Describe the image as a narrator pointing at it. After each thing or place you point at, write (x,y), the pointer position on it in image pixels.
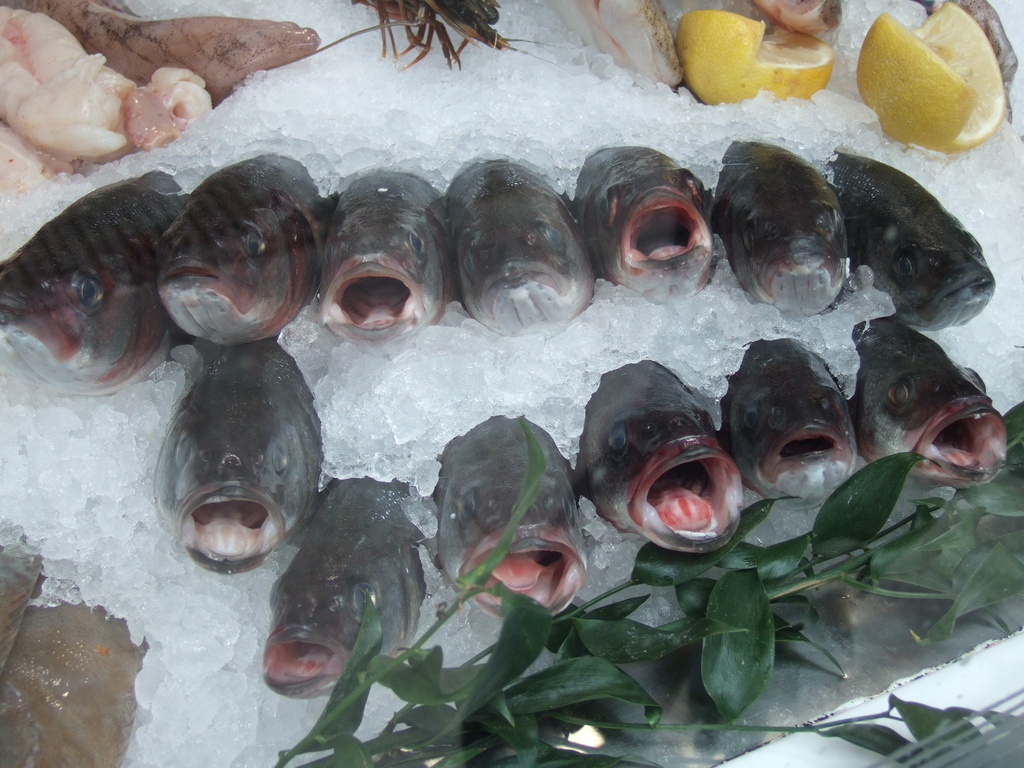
There are many fishes (264,274) in the ice (444,364). Also there are lemons (747,73), stems (621,631) and some other things (135,94) on the ice (380,357).
